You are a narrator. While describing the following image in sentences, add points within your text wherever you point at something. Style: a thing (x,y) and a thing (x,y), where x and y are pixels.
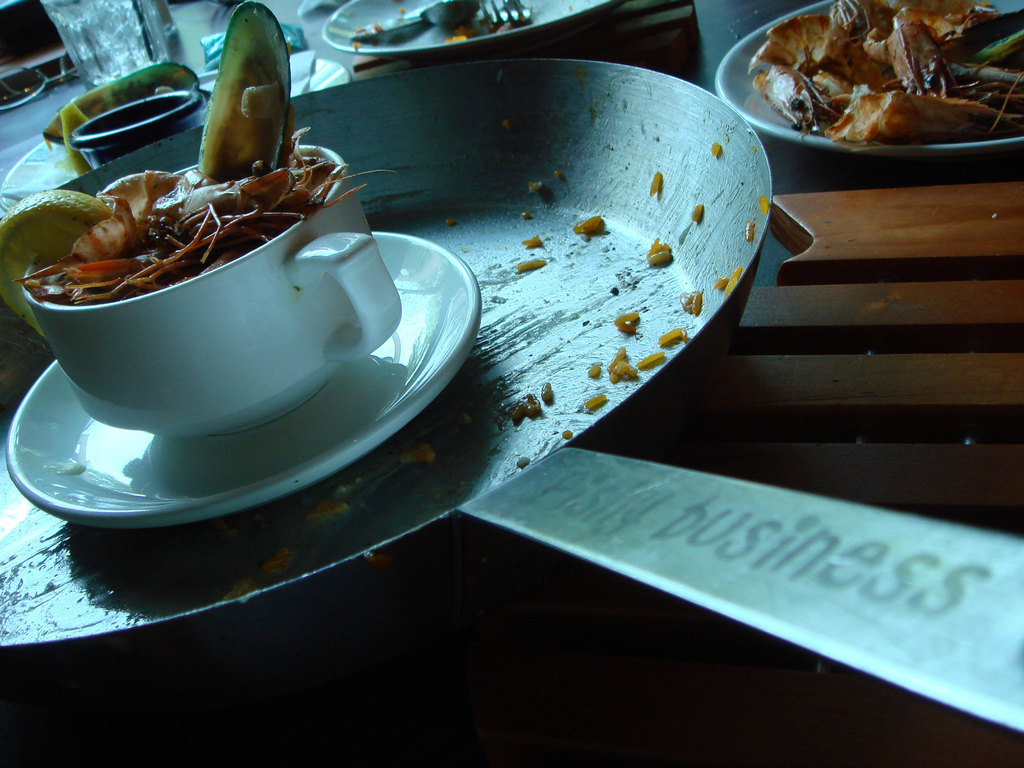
In this image we can see some food (834,113) placed on the plate (782,96). We can see some food waste (222,231) in a cup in the image. There are many utensils (617,349) placed on the table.
